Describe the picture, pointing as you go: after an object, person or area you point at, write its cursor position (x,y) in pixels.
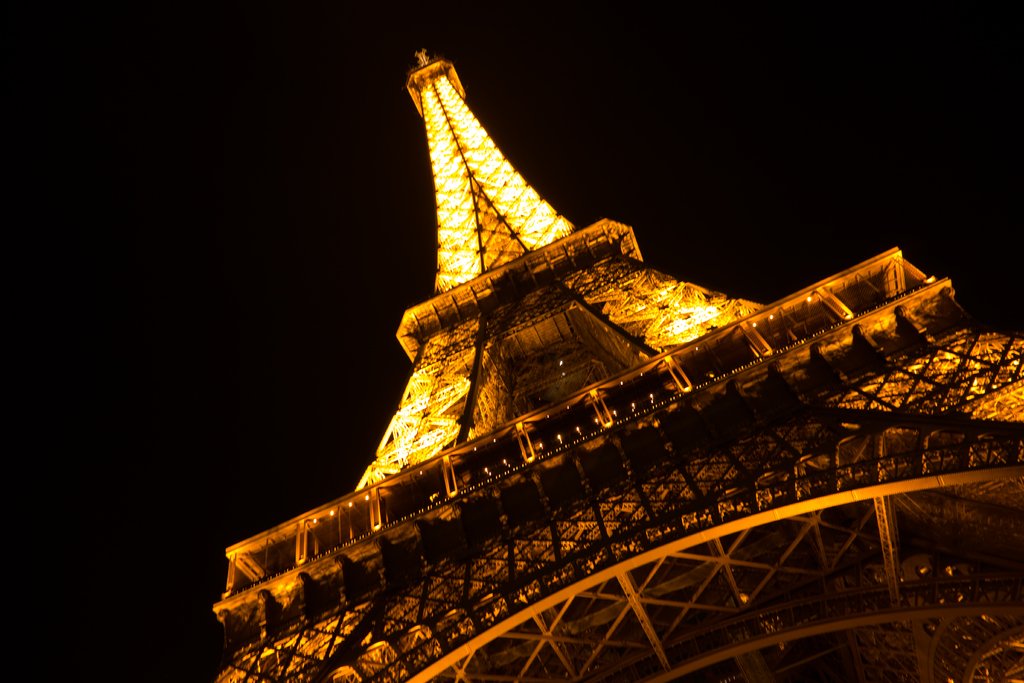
This picture is clicked outside. In the foreground (630,594) we can see a tower (531,253) and we can see the lights (469,166). In the background (816,140) there is a sky (242,393).
